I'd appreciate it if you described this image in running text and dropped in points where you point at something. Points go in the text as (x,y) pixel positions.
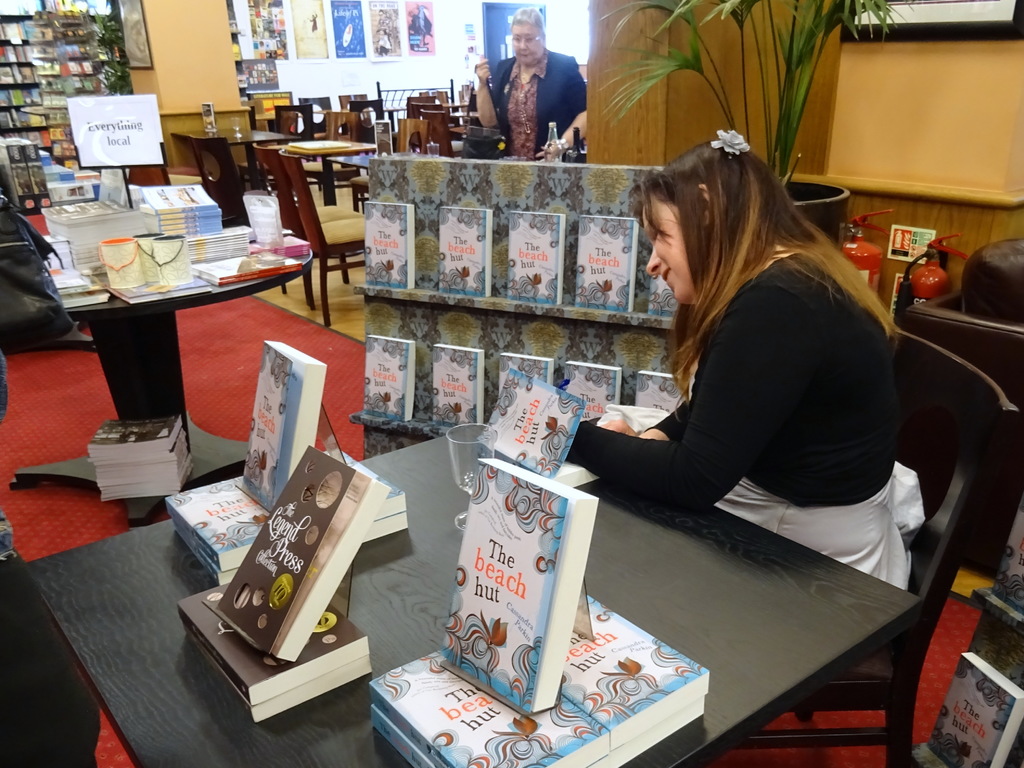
In this image there are the books (253,636) kept on the table (419,499), on the right side (820,453) a woman (808,403) wearing a white color skirt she is sitting on the chair (979,479) and right side (862,263) corner two red color cylinders (917,259) kept on the floor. Beside them there is a flower pot (844,217) and there is a plant (798,79) on the flower pot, and a woman (531,108), she is wearing a blue color jacket (563,104). And there are so many tables (341,148) kept on the floor (319,316). On the left side (11,126) i can see a books (41,80) kept on the rack (56,134).
